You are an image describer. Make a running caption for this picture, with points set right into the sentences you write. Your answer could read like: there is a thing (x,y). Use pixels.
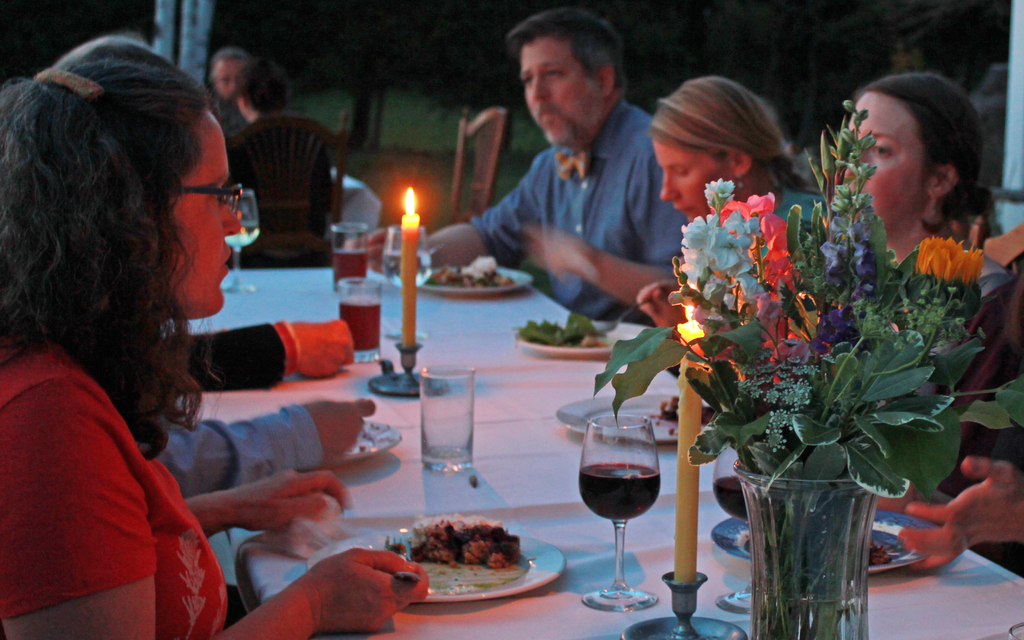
As we can see in the image, there are few people (163,593) sitting around table (588,628). On table (374,634) there is a flask (843,479), flower (834,281), glasses (437,371), plates (489,594), food (488,565) and a candle (412,273).
